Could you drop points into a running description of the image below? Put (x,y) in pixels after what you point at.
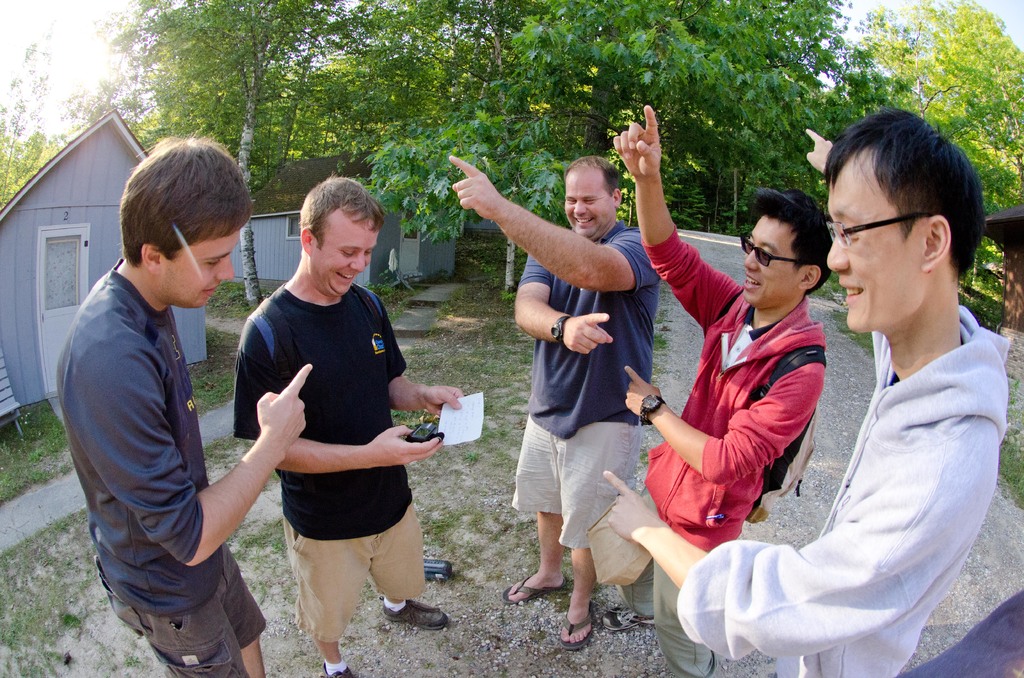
In the picture there are men (743,469) standing and smiling, among them this man (376,583) holding a paper (449,420) and object (435,426) and we can see houses (115,232), grass (14,484) and trees (731,227). In the background of the image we can see sky (17,6).
